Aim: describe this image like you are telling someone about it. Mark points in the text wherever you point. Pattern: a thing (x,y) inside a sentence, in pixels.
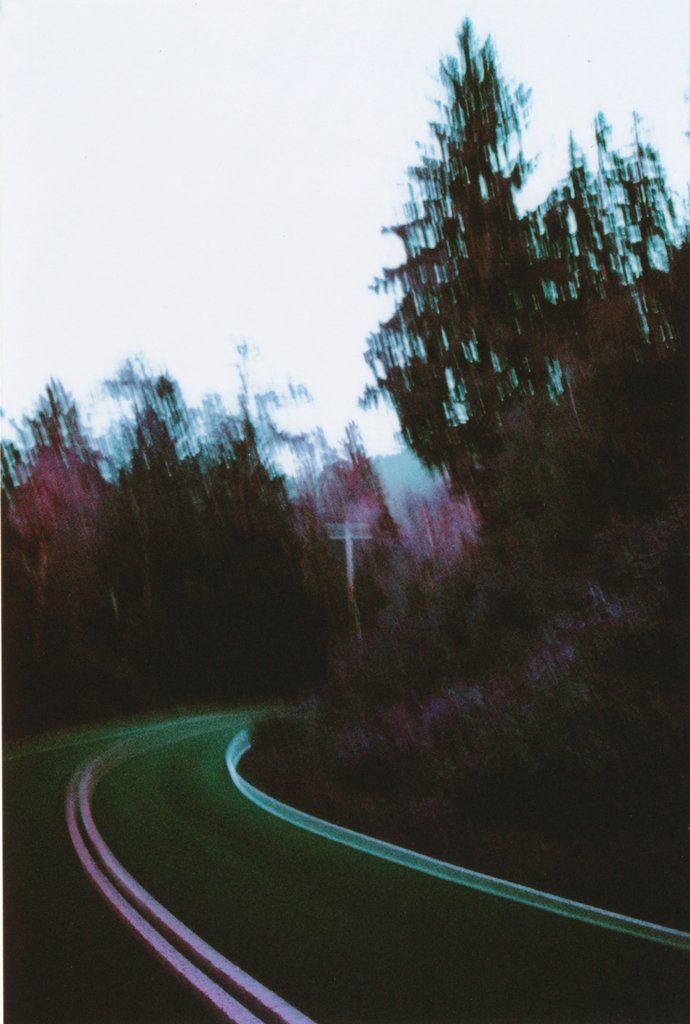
Here there are trees (425,568), this is road (222,751) and a sky (258,219).
